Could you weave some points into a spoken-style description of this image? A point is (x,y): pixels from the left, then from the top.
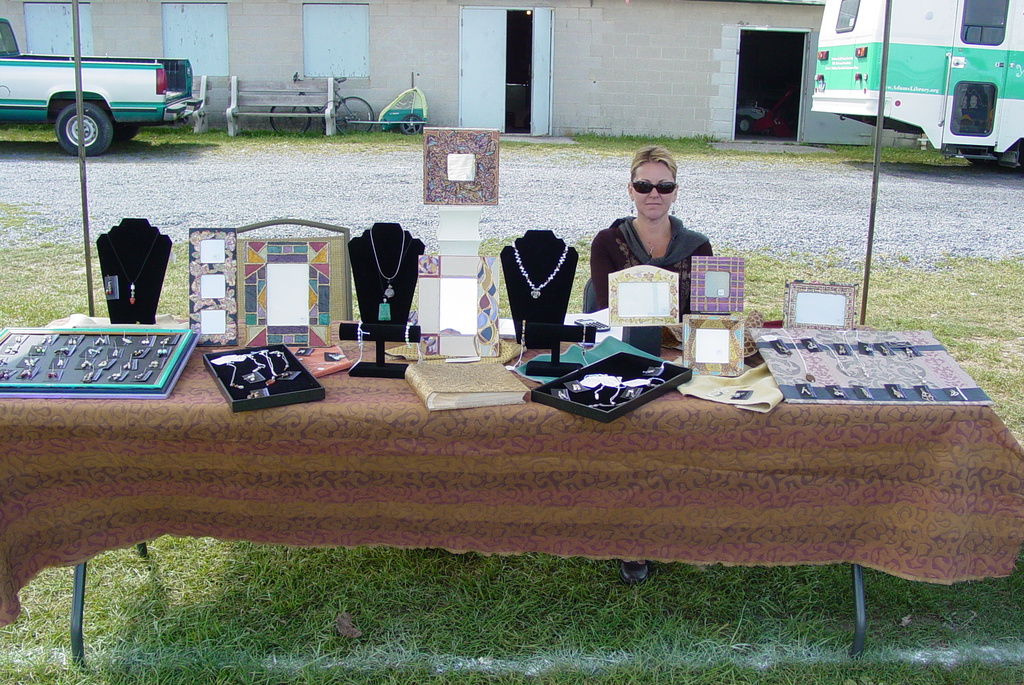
In this image I can see grass ground (269,557) and on it I can see a table (298,436), On the table (333,420) I can see a brown colour table cloth (337,447) and number of jewelries (56,355). Behind the table (561,350) I can see one woman (693,235) is sitting on a chair (590,310) and I can see she is wearing black colour shades (675,180). In the background (392,41) I can see a building (590,51), doors (545,98), two benches (297,89), a bicycle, a mini truck (180,93) and a bus (841,90). I can also see a green colour thing (408,109) in the background (422,106) and on the both sides of the image I can see two poles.
